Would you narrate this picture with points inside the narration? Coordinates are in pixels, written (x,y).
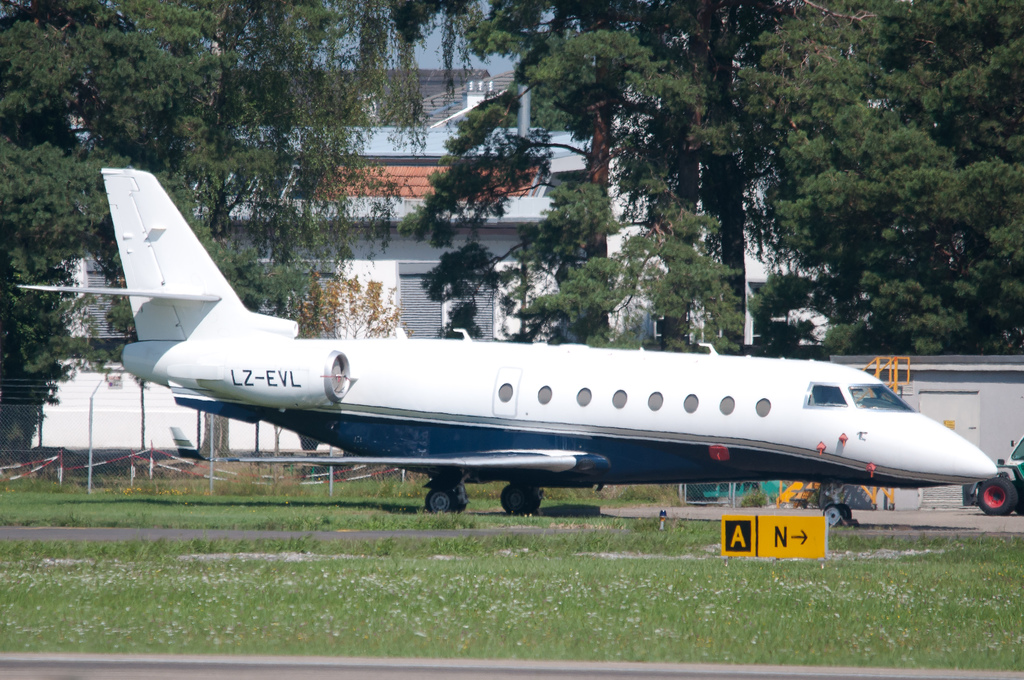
In this picture I can see the grass (169,550) in front (497,589) and I see an aeroplane (409,422) which is of white and blue in color and I see a board (757,518) near to the aeroplane (767,444) and I see 2 alphabets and an arrow (802,531) on it. In the background (364,237) I see the trees (652,190) and the buildings (370,250).
